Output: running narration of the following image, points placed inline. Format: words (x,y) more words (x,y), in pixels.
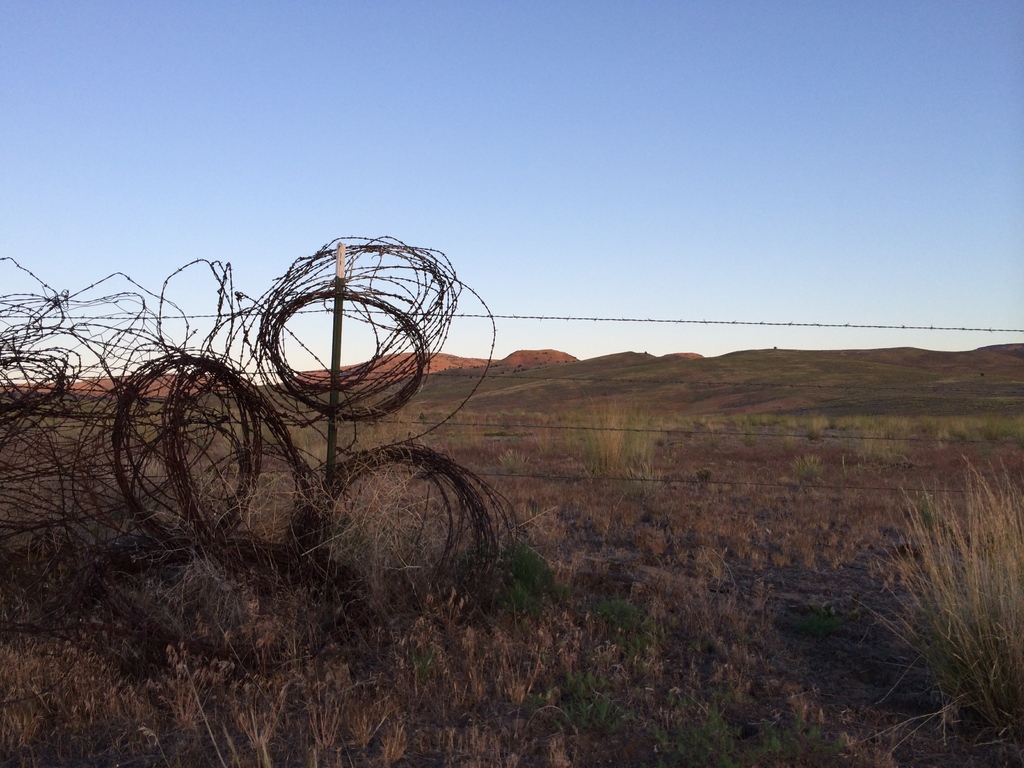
This is an outside view. At the bottom (507,725), I can see the grass (684,702) on the ground (680,589). On the left side (168,379) there is barbed wire (262,316) and also there is a fencing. At the top of the image (494,161) I can see the sky (355,110) in blue color.
